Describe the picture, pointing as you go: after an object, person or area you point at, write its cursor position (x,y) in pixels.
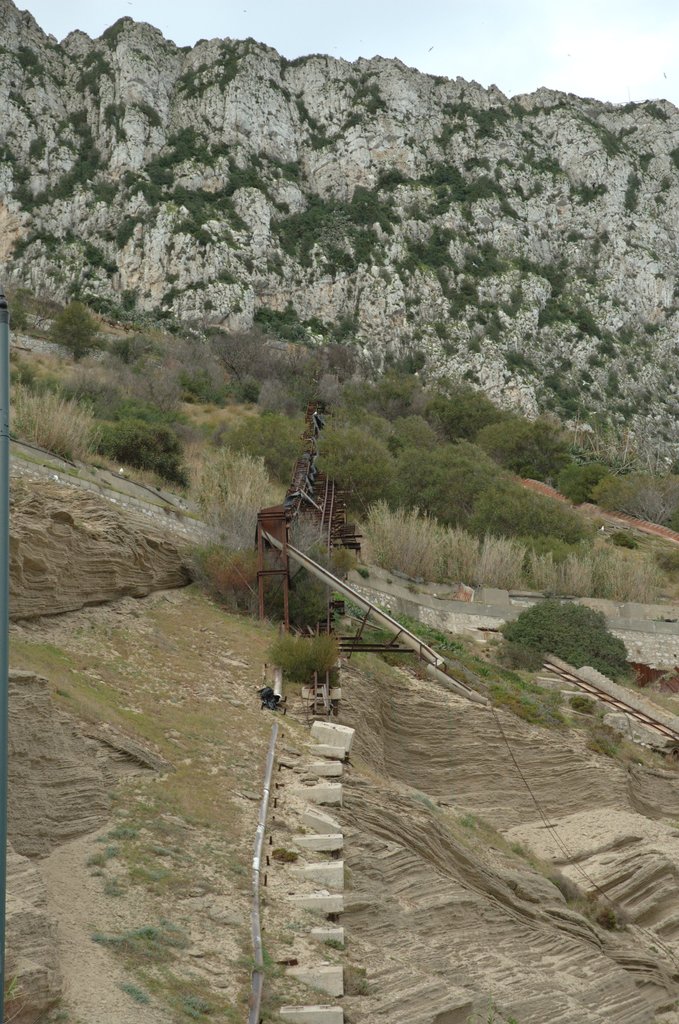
In this picture we can observe some trees (233,399) and plants (504,681) on the ground (115,634). There is a hill (155,124). In the background (416,38) there is a sky (319,38).
